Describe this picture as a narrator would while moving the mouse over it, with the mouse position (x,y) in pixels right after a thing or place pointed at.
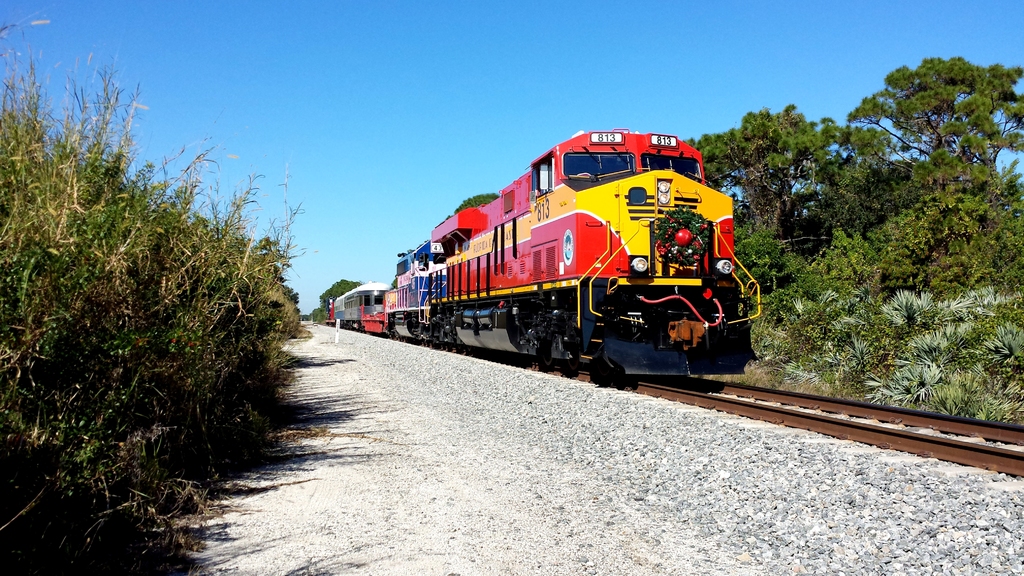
On the left side (210,357), there are plants (273,284) on the ground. On the right side (685,152), there is a train (702,370) on the railway track (885,420). Beside this railway track (923,431), there is a road (361,357). In the background (903,201), there are trees (936,213) and plants (927,270) on the ground (752,374) and there is blue sky (468,81).
